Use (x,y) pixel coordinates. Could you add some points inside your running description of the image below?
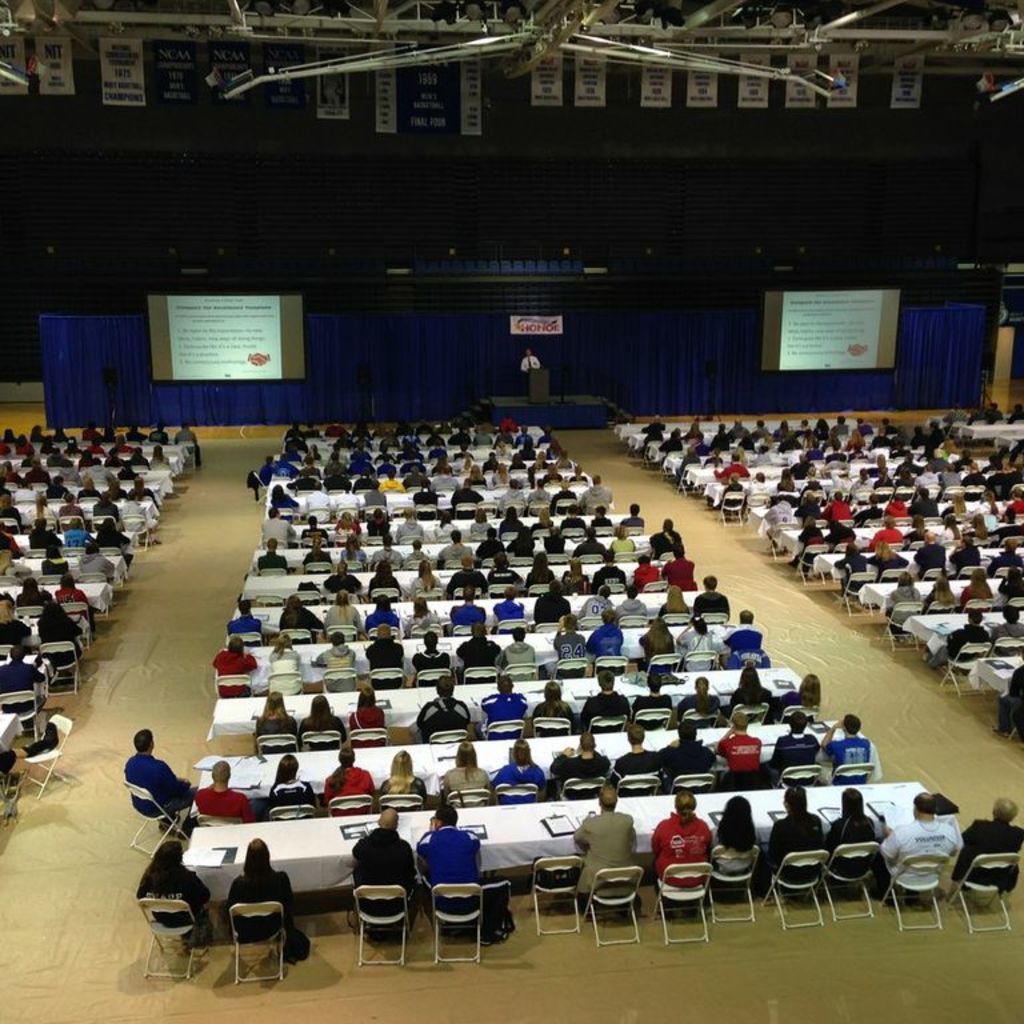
In this image we can see many people (308,728) sitting on the chairs (506,732) which are on the floor (532,931) and they are sitting in front of the tables (622,808) which are covered with the clothes (567,808). In the background (862,343) we can see the curtain (487,396), display screens (851,308), banner (512,322) and also a person (533,358) standing in front of the podium (536,395) which is on the stage (536,414). At the top (533,104) we can see the banners (560,81) and also some rods (776,76).
